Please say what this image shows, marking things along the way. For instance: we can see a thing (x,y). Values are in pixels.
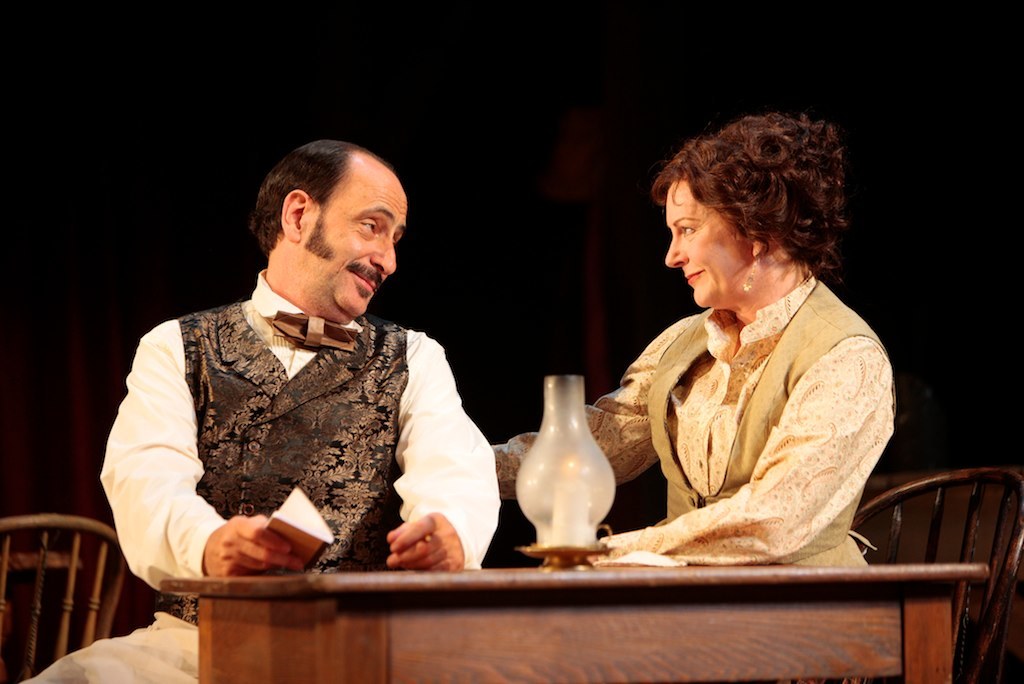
In the center (345,263) we can see two persons (779,336) were sitting on the chair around the table (505,622) and they were smiling. On table (586,574) we can see chimney (548,490) and he is holding book (289,507). In the background (186,166) there is a wall (38,255).
